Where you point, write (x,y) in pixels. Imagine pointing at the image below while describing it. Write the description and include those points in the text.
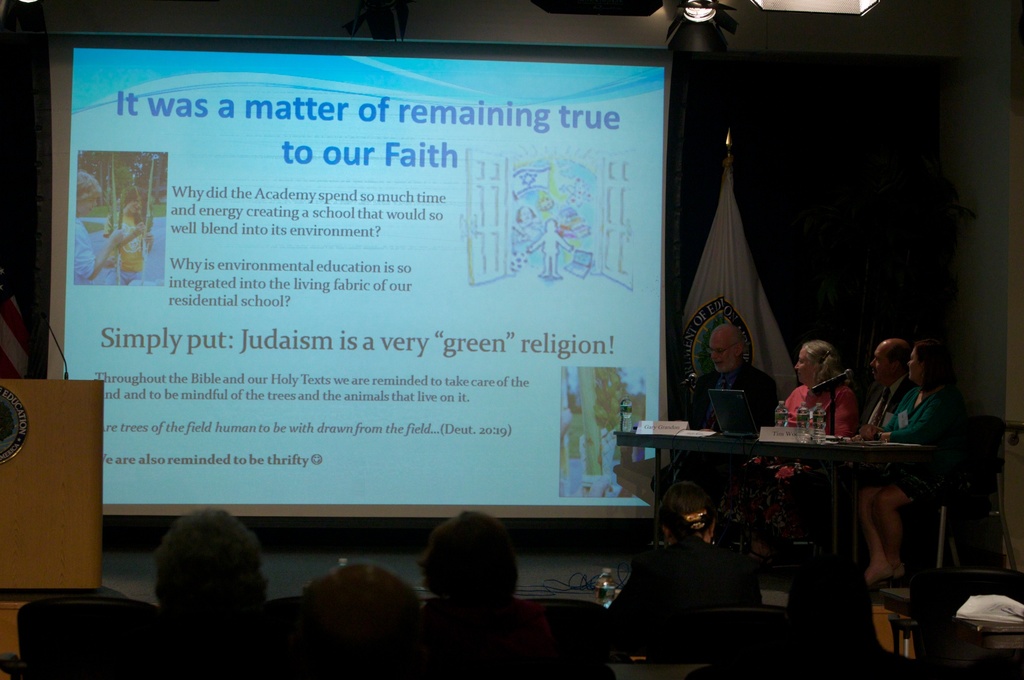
In this image we can see a screen (295,303). On the screen (480,346) we can see text (244,289) and images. On the right side (752,472), we can see a person (786,478) sitting on chairs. In front of the persons (768,467) we can see few objects (752,424) on a table (743,442). Behind the persons (784,461) we can see a flag (750,300). At the bottom (254,589) we can see few persons (254,589). In the bottom right (980,609) we can see few objects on a table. At the top (725,23) we can see a light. On the left side (63,448), we can see a podium (63,486) with a mic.
